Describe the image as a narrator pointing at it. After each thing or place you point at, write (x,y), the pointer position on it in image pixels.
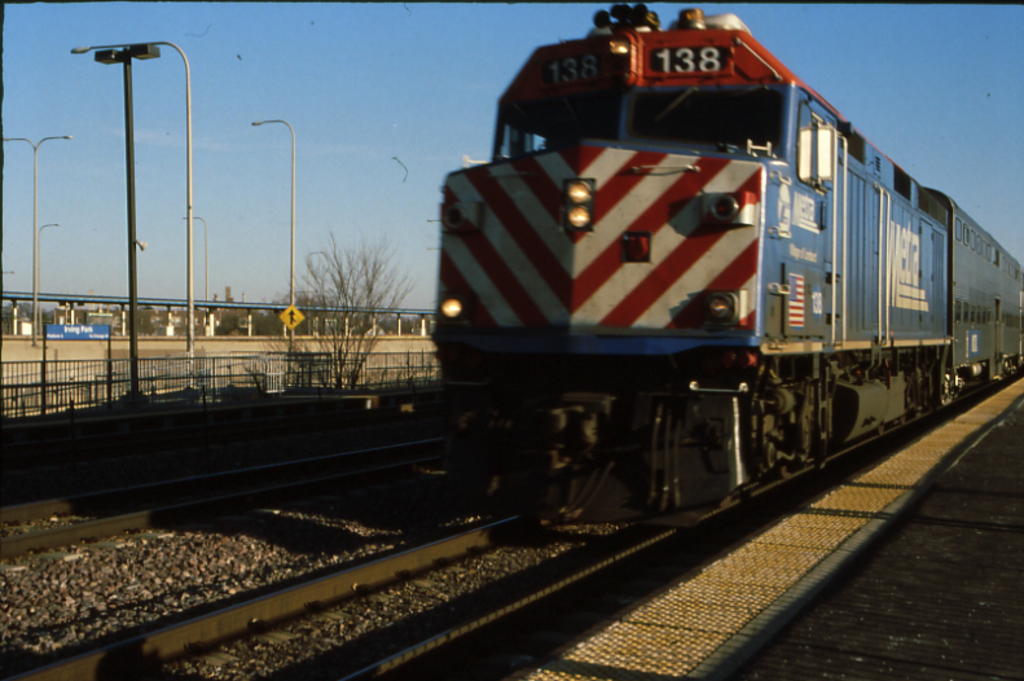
This is an outside view. On the right side (754,279) there is a train (601,380) on the railway track (569,572) and also I can see the platform (831,569). On the left side (20,295) there are few poles (35,295), trees (305,311), a bridge (257,302) and railing (98,396). At the top of the image (393,60) I can see the sky (395,93).
